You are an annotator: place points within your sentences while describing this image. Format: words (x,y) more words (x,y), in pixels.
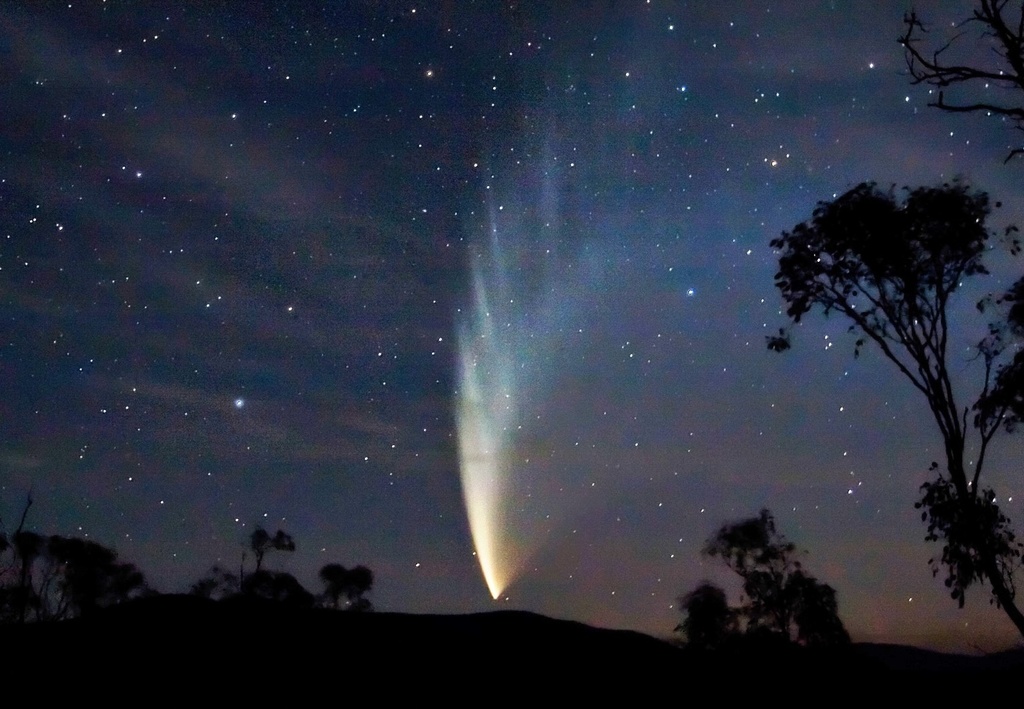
There are trees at the bottom side of the image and trees (961,487) on the right side (947,443). There are stars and light (502,322) in the sky (362,268).
